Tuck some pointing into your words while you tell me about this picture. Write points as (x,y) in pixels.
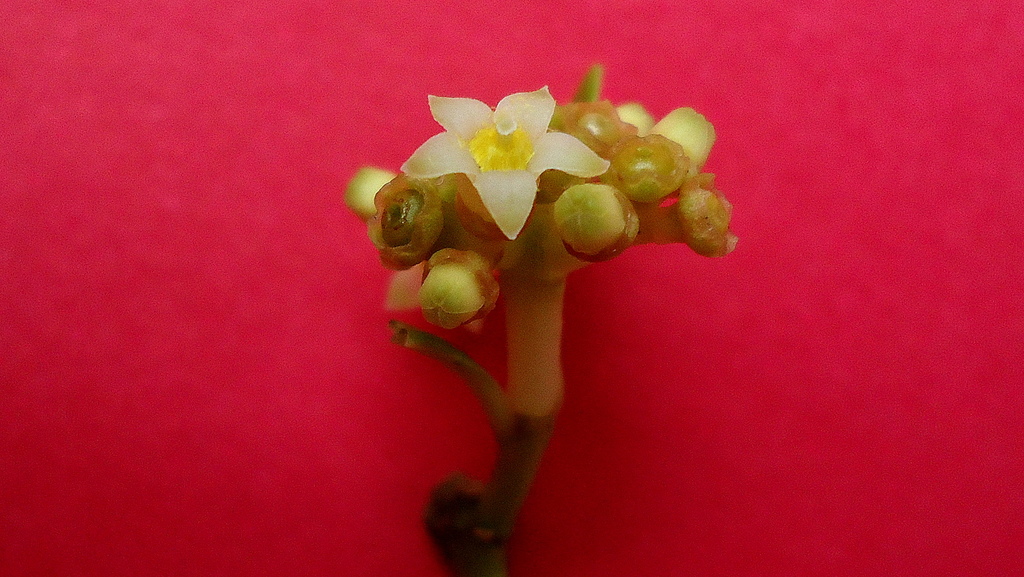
In this image we can see a flower (510,202) and buds (659,130) placed on the table (235,445).
